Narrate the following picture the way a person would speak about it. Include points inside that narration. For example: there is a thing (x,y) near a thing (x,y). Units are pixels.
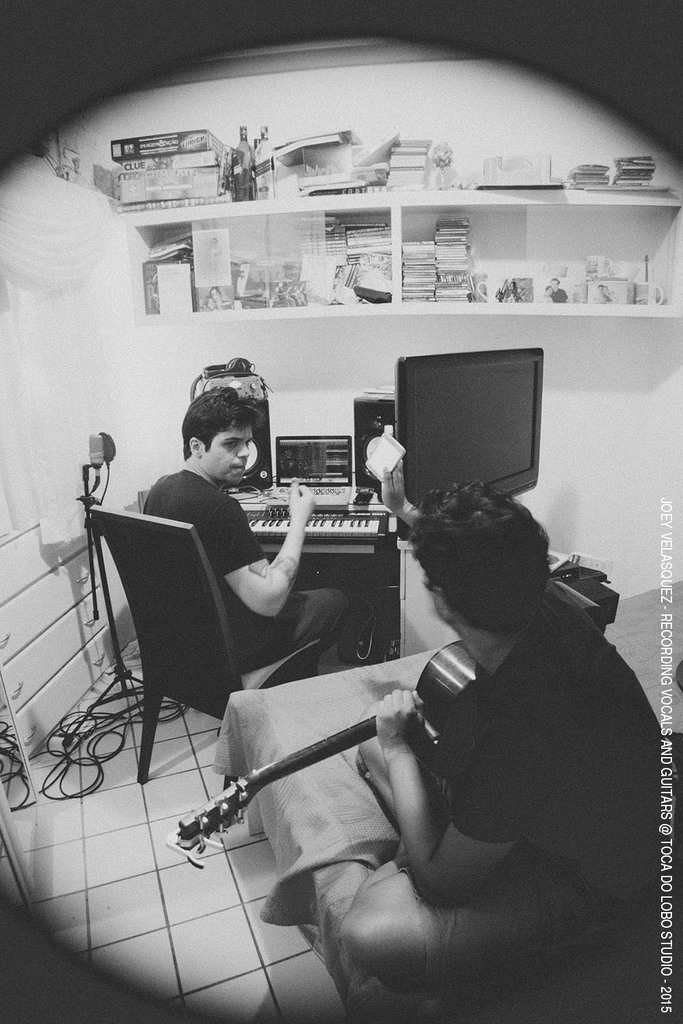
This is chair (228,620) and television (490,438), here a person (524,761) is playing guitar (457,714), there are objects (391,283) in the shelf (511,216), these are cables (95,745) on the floor (189,916).
